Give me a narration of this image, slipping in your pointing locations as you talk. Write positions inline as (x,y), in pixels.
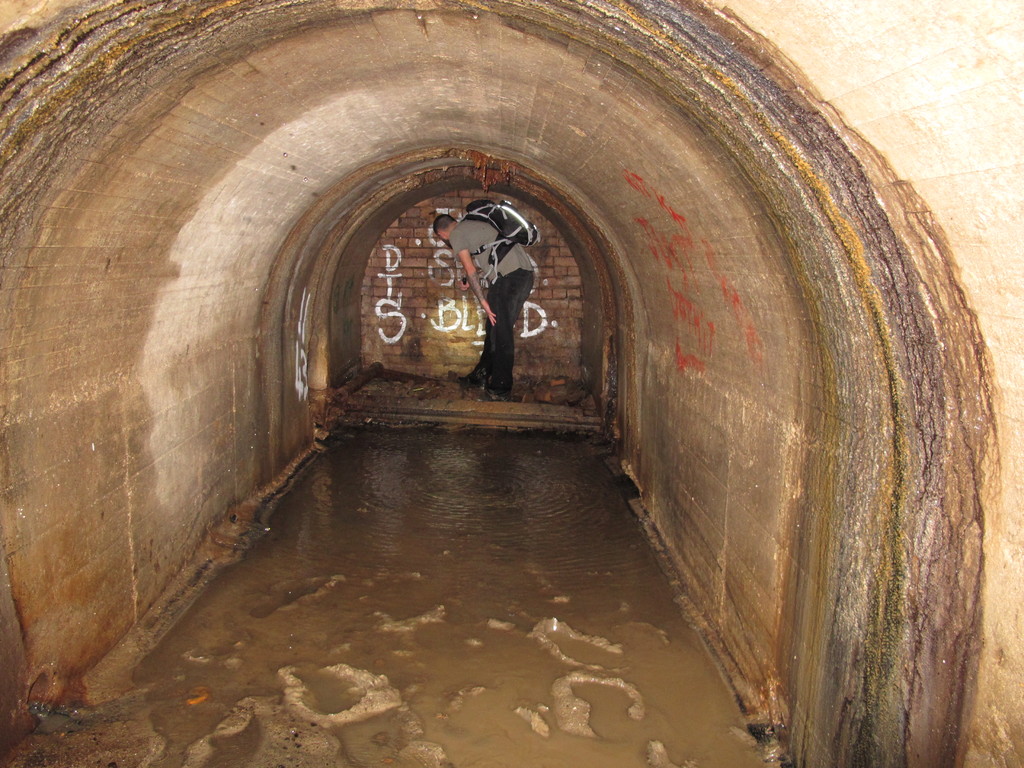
There is a tunnel (300,266). On the ground (524,477) there is water (458,550). In the back (409,285) there is a brick wall (397,273) with something written on that. Also there is a person (488,299) holding a bag (502,235).
